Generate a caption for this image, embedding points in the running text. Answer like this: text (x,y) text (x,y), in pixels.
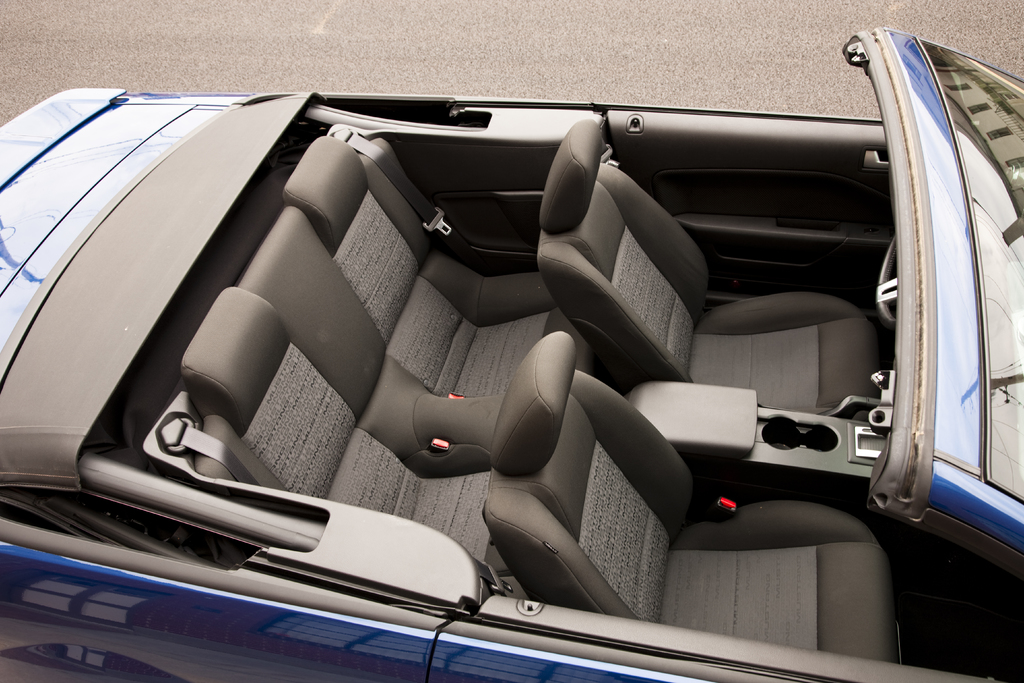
In the image there is a blue color convertible car (136,343) on the road (505,65).
